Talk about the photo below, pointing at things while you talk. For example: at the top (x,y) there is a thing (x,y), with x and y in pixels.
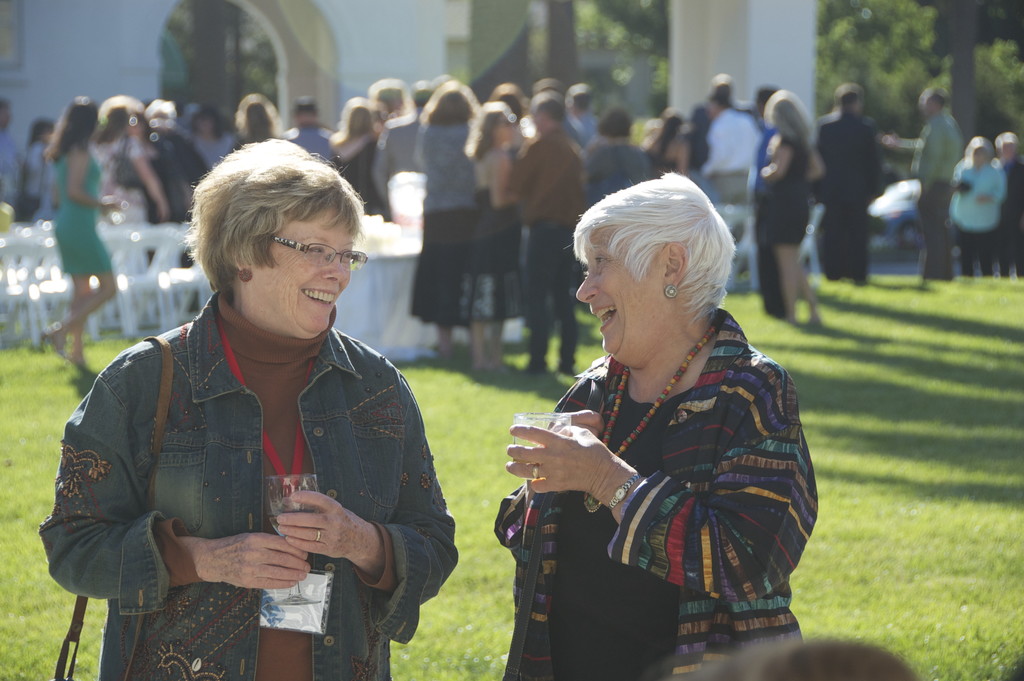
In this picture we can see so many people (643,386) on the grass (464,466), they are holding glasses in their hands (542,449), behind we can see some chairs (158,246), tables (379,286) are arranged, around we can see some trees (657,10) and building (690,19).
